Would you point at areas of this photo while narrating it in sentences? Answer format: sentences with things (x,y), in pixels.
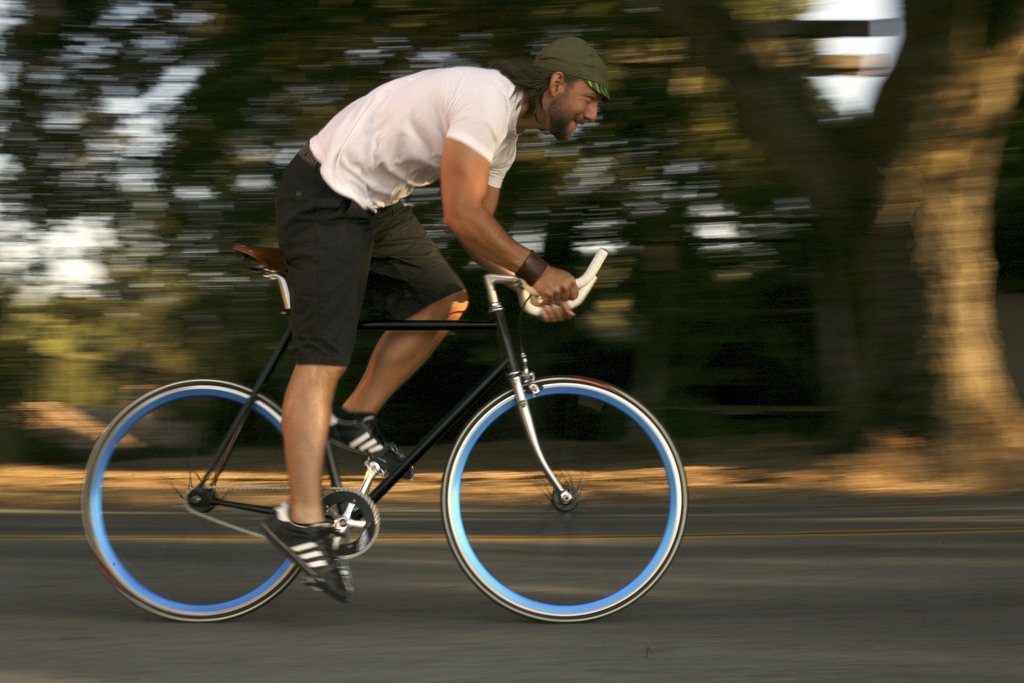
This image is taken in outdoors. In this image a man (297,251) is bicycling on the road (616,638), a man (314,223) wore shoes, white shirt (436,94) and a short (393,251). There are many trees (508,36) beside.
